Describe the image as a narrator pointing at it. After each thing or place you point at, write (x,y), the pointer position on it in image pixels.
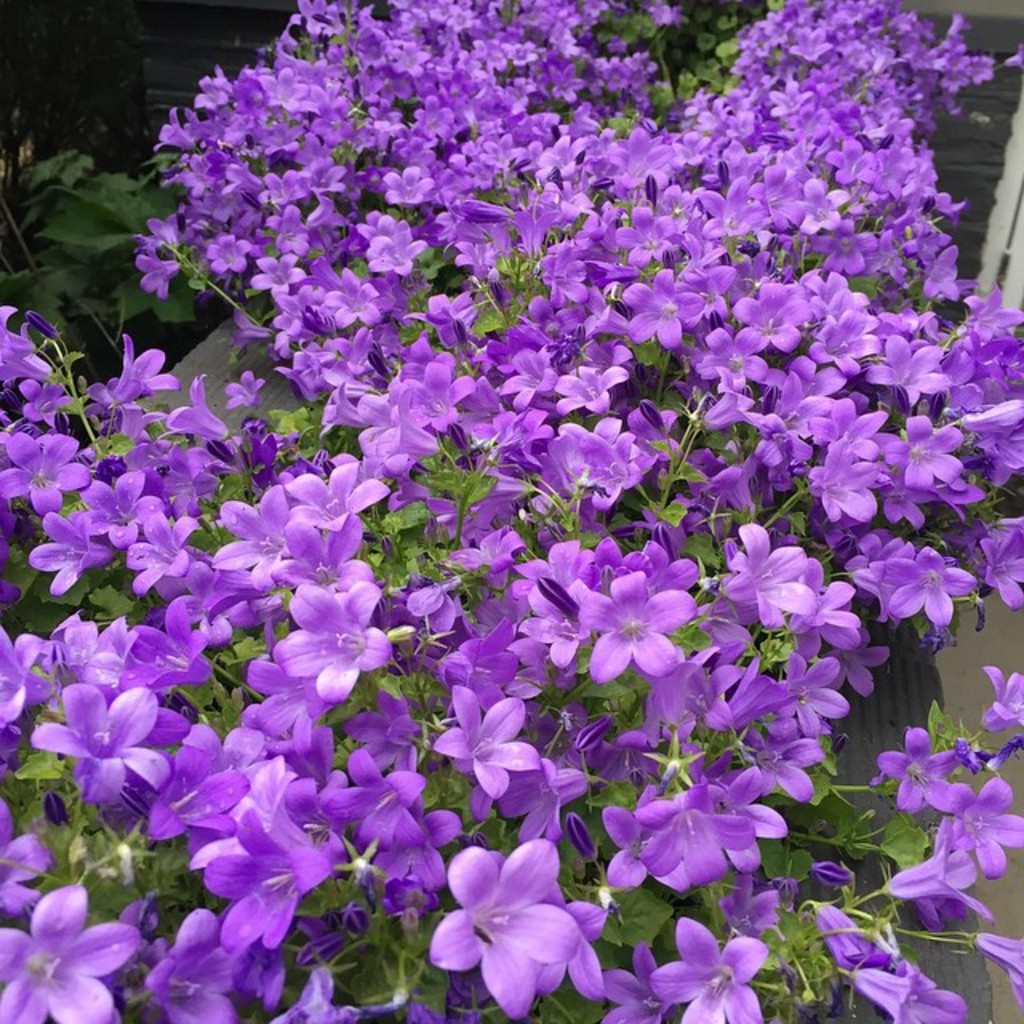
In this picture we can see plants (184,564) with flowers (358,193) and some objects (1019,279).
